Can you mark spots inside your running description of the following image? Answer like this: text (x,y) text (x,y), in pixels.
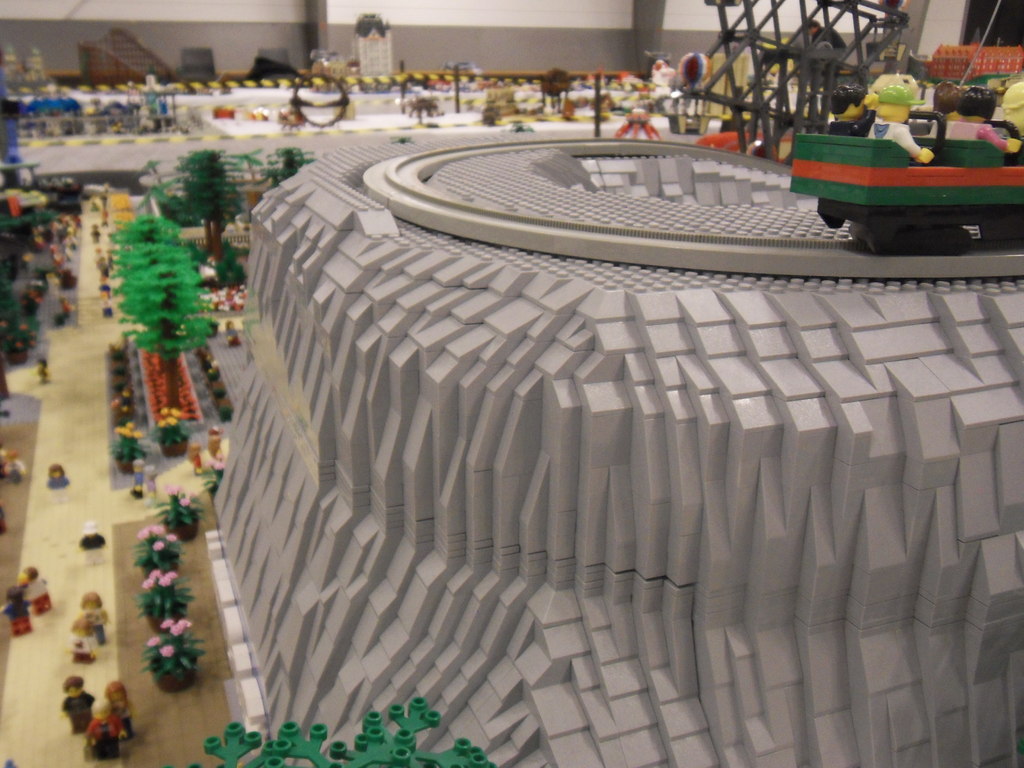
In the picture I can see the scale model (540,729) of a town (566,187) made with the help of Lego toys (778,66). I can see a few people (102,749) on the road (100,283) on the left side (99,234). I can see the trees (126,266).
